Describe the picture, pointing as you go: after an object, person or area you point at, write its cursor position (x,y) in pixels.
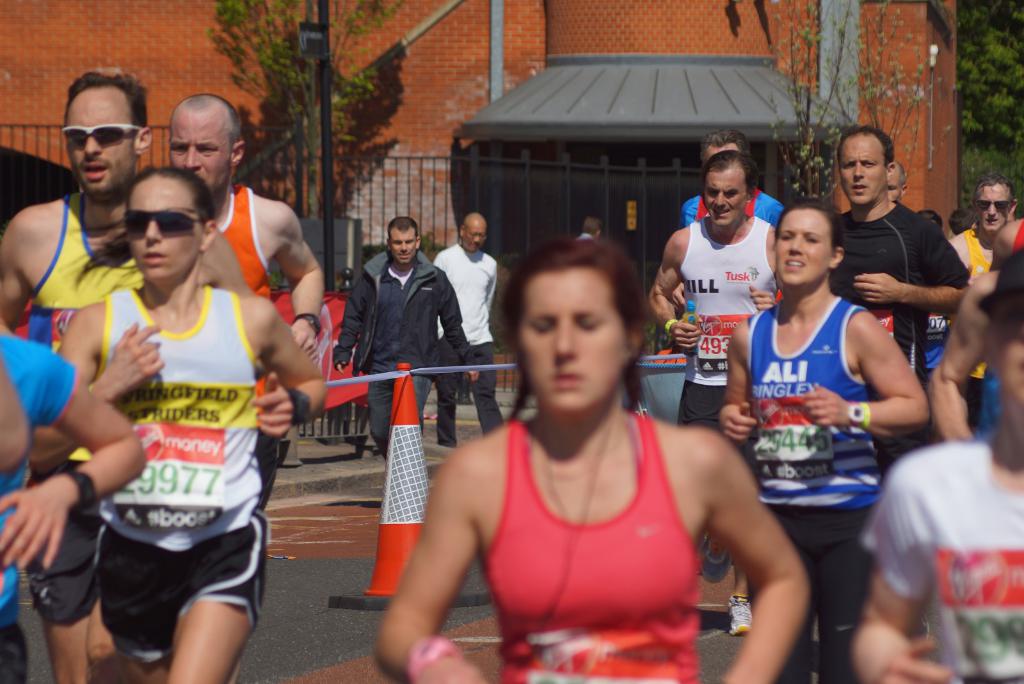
In this image there are people (549,480) running on the road (302,564). In the center of the image (407,403) there is a traffic cone tape (419,479). In the background of the image (525,6) there are trees (1009,126), buildings (358,62). There is a metal fence (548,184).
